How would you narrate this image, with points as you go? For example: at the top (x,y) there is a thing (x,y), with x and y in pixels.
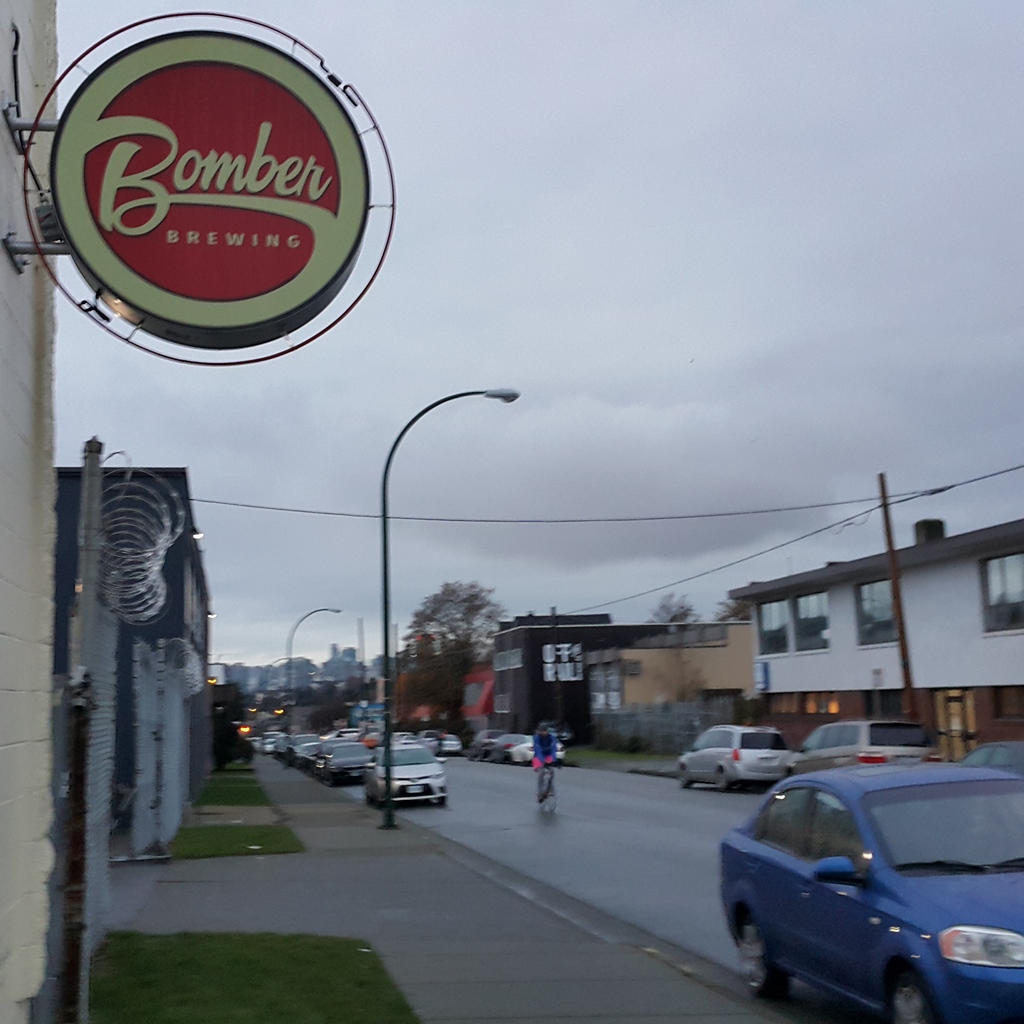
This image consists of many cars (964,855) parked on the road (666,813). At the bottom (651,791), there is a road (524,846). On the left (197,661) and right, there are buildings (980,552). In the front (153,197), we can see a board (237,268). At the top (605,239), there are clouds (562,399) in the sky (437,388).
